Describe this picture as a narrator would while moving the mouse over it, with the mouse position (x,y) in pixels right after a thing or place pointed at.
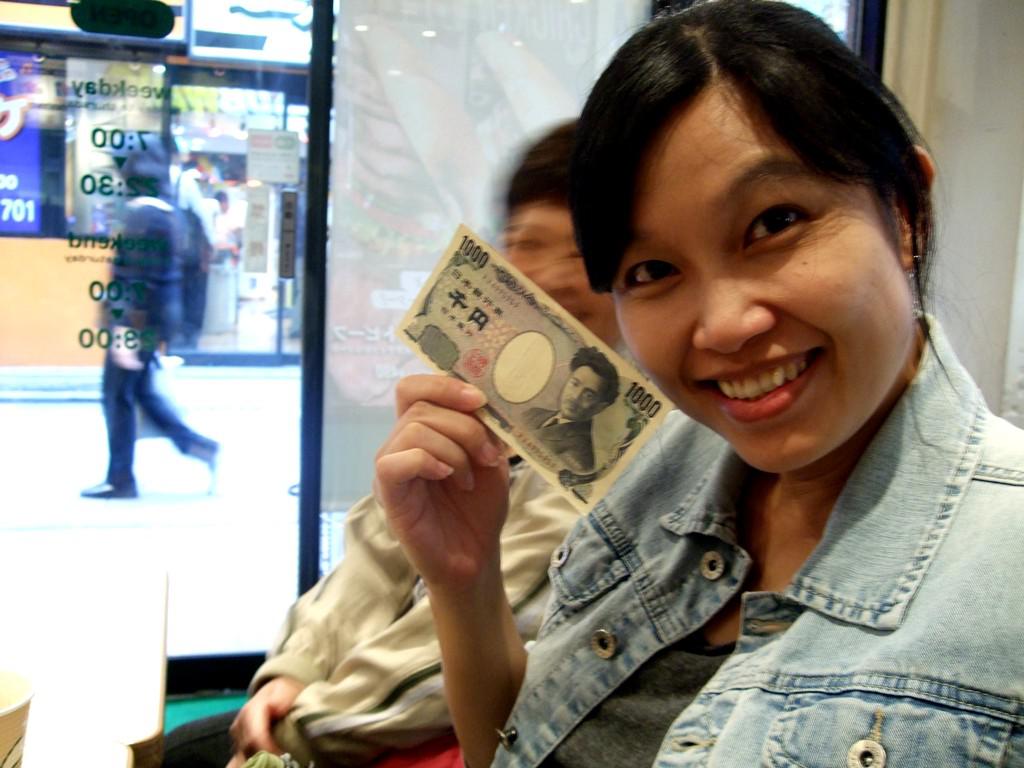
At the bottom of the image (314,655) two persons (566,207) are sitting and smiling. Behind them there is a glass wall (182,121). Through the glass wall (182,319) we can see a person (136,155) is walking. Behind him there is a wall (12,44).
